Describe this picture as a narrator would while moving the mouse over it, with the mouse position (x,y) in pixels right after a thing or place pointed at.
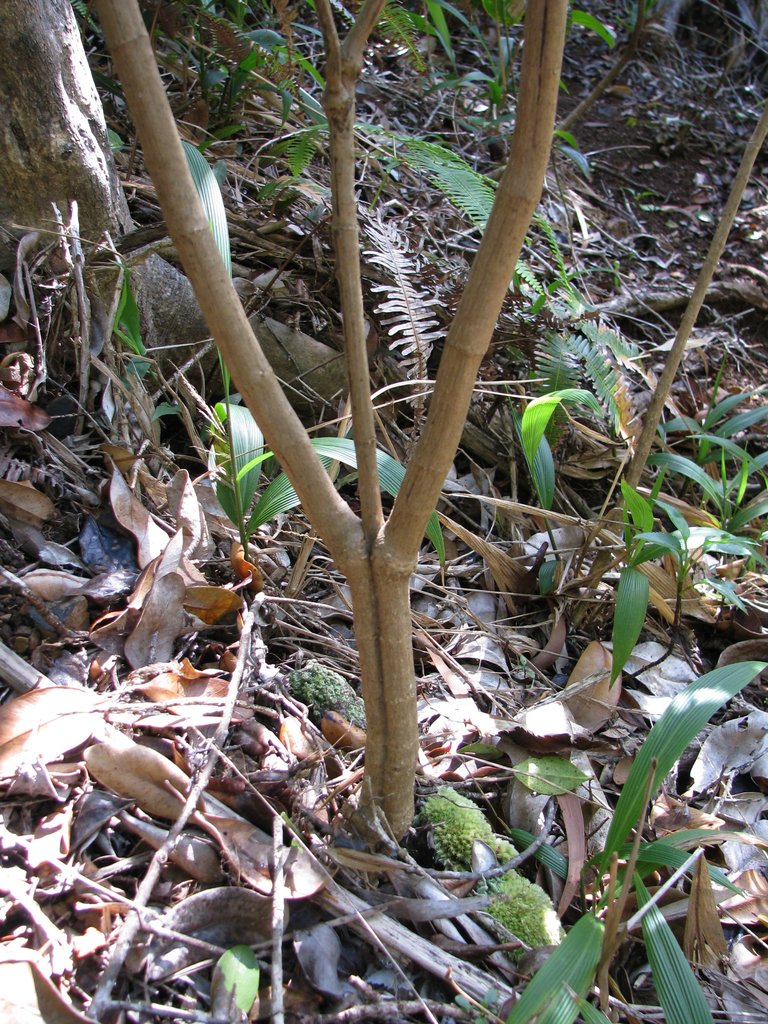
In this image we can see trees (152,107) and plants (505,14). On the ground (209,709) there are dried leaves (108,695) and sticks (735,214).
